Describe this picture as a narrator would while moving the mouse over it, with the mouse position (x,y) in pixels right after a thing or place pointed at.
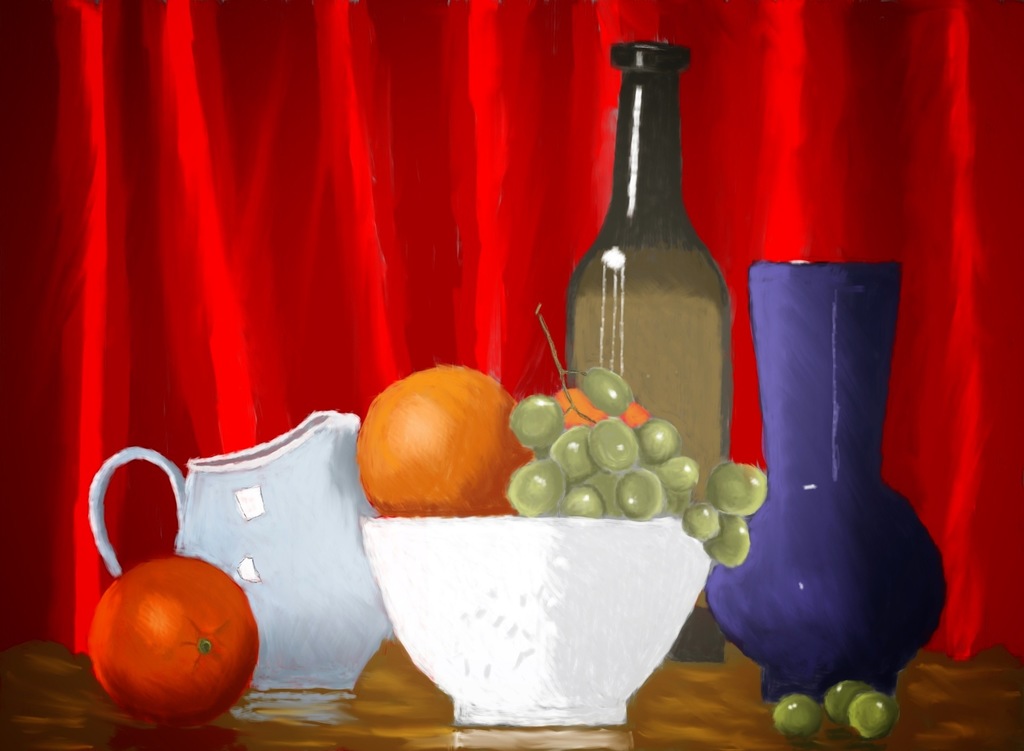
In this image I can see a painting (769,575). In the painting (769,575) there is a flower vase (818,412), bottle (704,370), bowl of fruits (555,484), cup (309,537) and some fruits (841,701) on the table (422,676). Also there is a curtain (425,133).
